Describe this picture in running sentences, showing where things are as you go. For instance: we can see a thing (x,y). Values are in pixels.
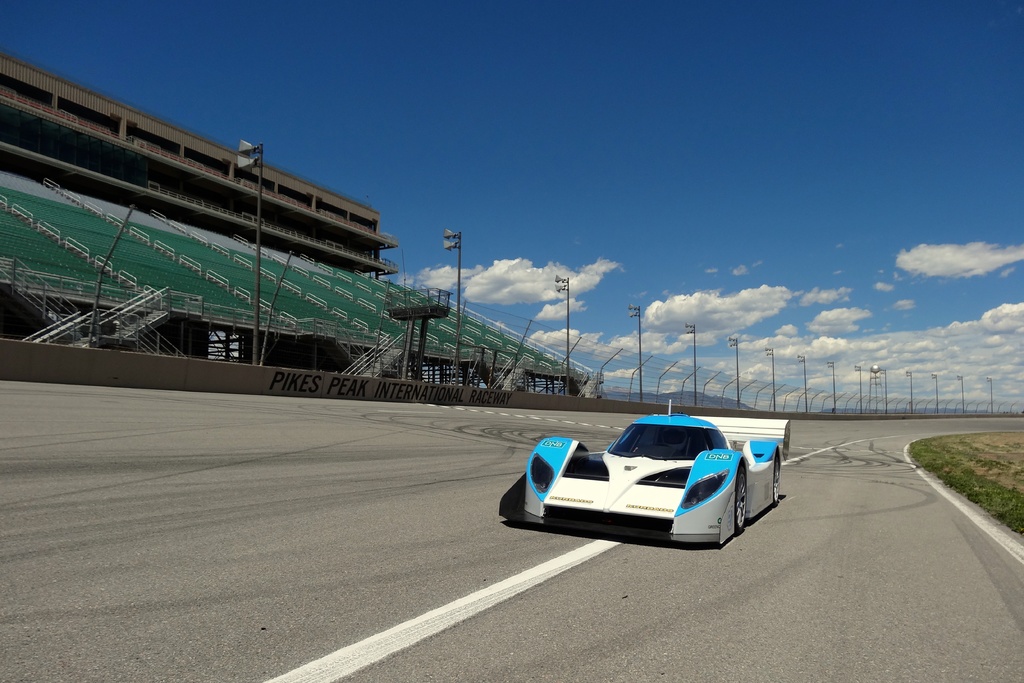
In this image, we can see a vehicle (668,492). We can see the ground (238,490) with some objects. We can also see the stadium (139,306). We can see some poles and wires (554,344). We can also some text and some grass (949,478). We can see the sky (766,275) with clouds (688,304).
